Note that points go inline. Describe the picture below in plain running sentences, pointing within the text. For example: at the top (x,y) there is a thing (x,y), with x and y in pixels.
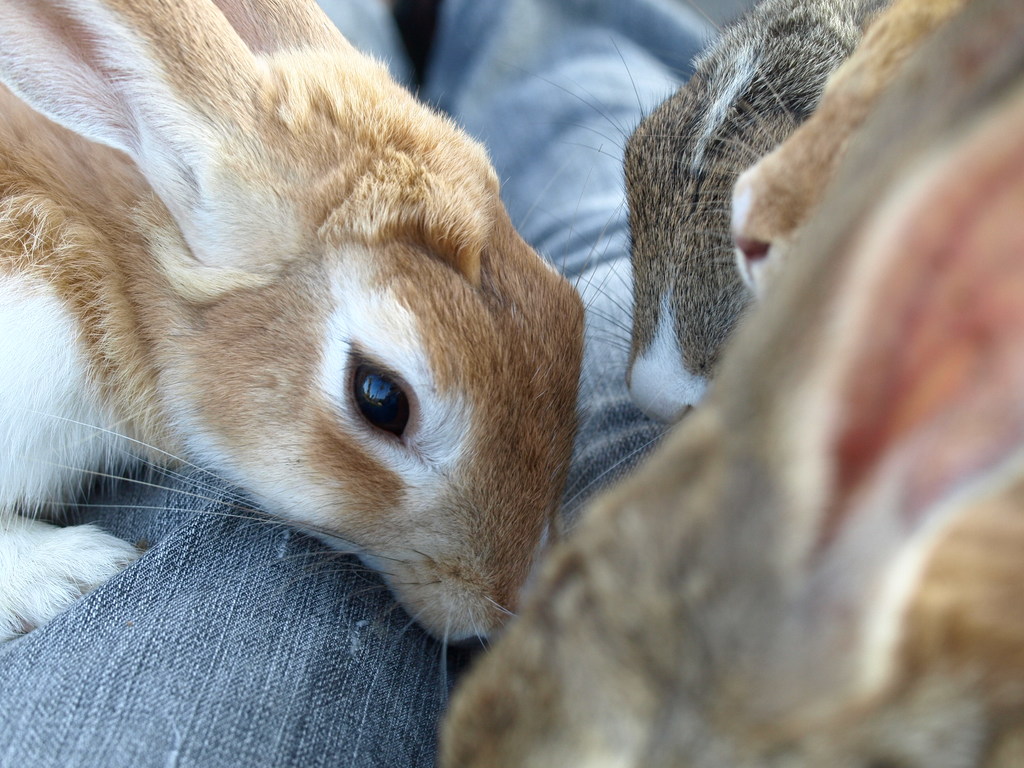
In the image we can see there are rabbits (554,482), white, pale brown and gray in color and we can see a cloth (205,624).
